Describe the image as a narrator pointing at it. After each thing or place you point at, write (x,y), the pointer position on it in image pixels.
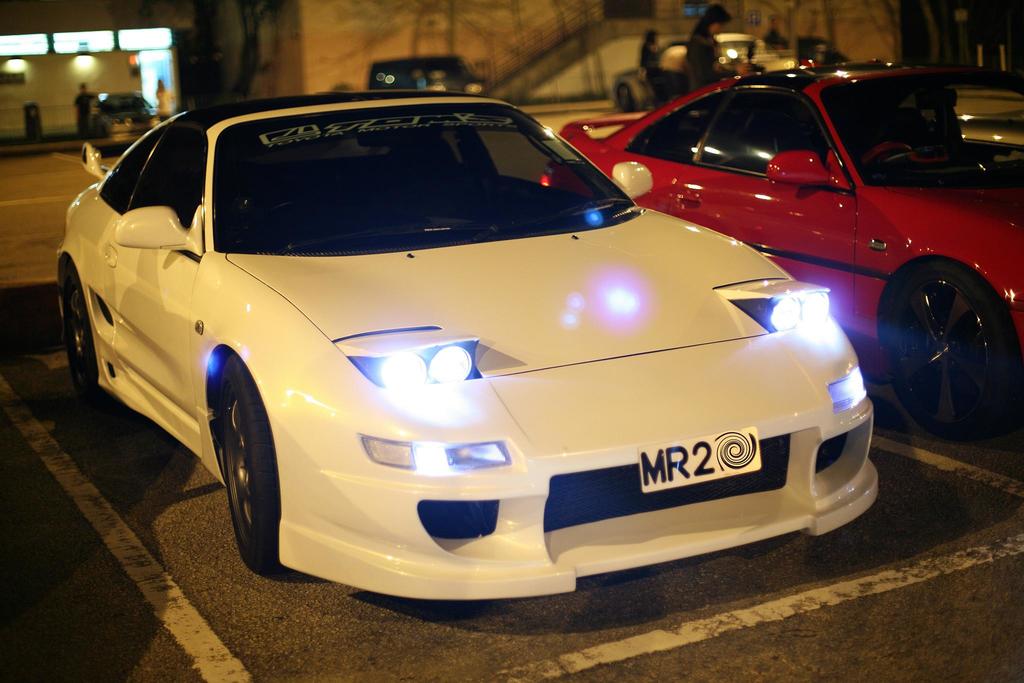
In this picture I can see 2 cars (309,224) in front (364,280) and I see the road (32,248) and in the background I see few more cars (108,93) and few people (86,104) and I see that it is blurred a bit and on the top left of this image (84,60) I see the lights (136,45).
